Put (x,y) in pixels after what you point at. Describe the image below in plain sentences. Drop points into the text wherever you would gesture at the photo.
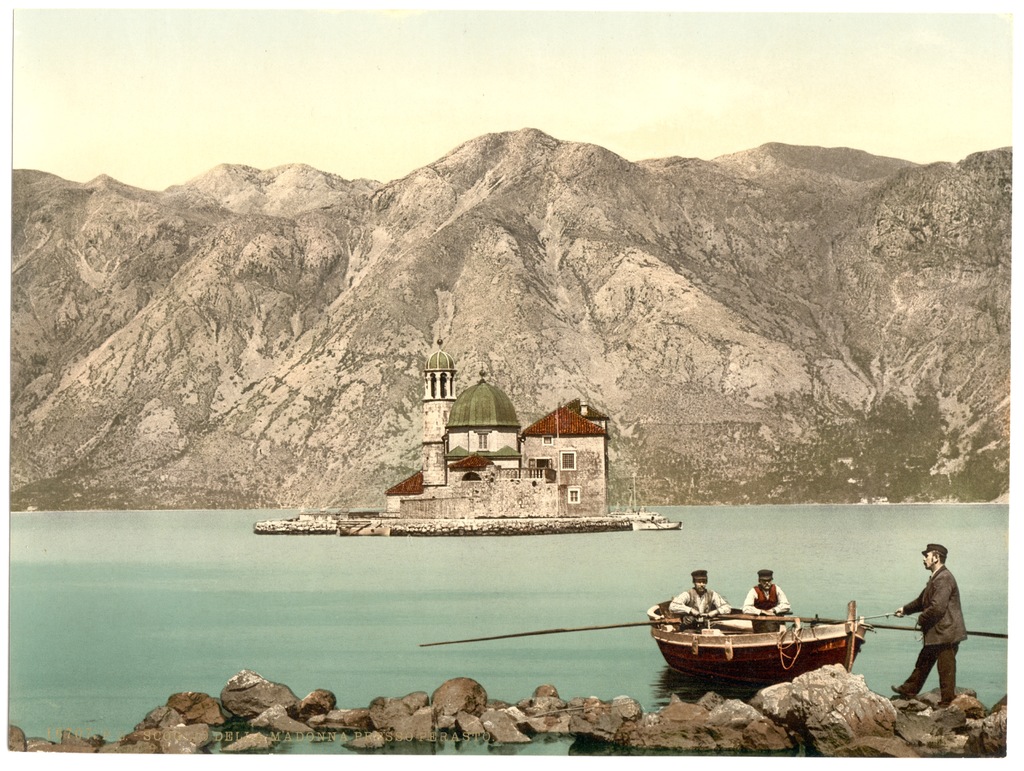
In the center of the image (430,435) we can see house (506,438), mountains (467,288) are there. At the bottom of the image (503,713) we can see some rocks (631,708), boat (742,622), some persons (775,609) are there. In the middle of the image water (347,593) is there. At the top of the image (673,118) sky (703,99) is there.
